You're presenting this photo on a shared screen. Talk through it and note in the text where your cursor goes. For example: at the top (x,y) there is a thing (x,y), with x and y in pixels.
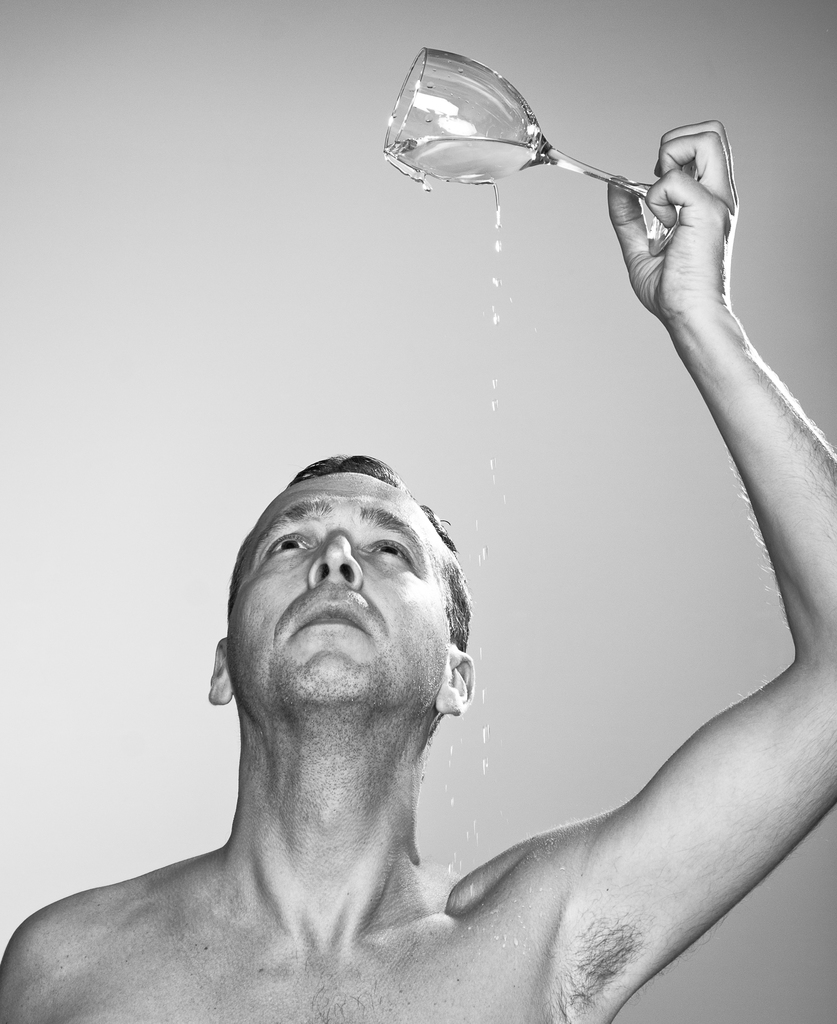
A man (267,629) pouring water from glass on him.
